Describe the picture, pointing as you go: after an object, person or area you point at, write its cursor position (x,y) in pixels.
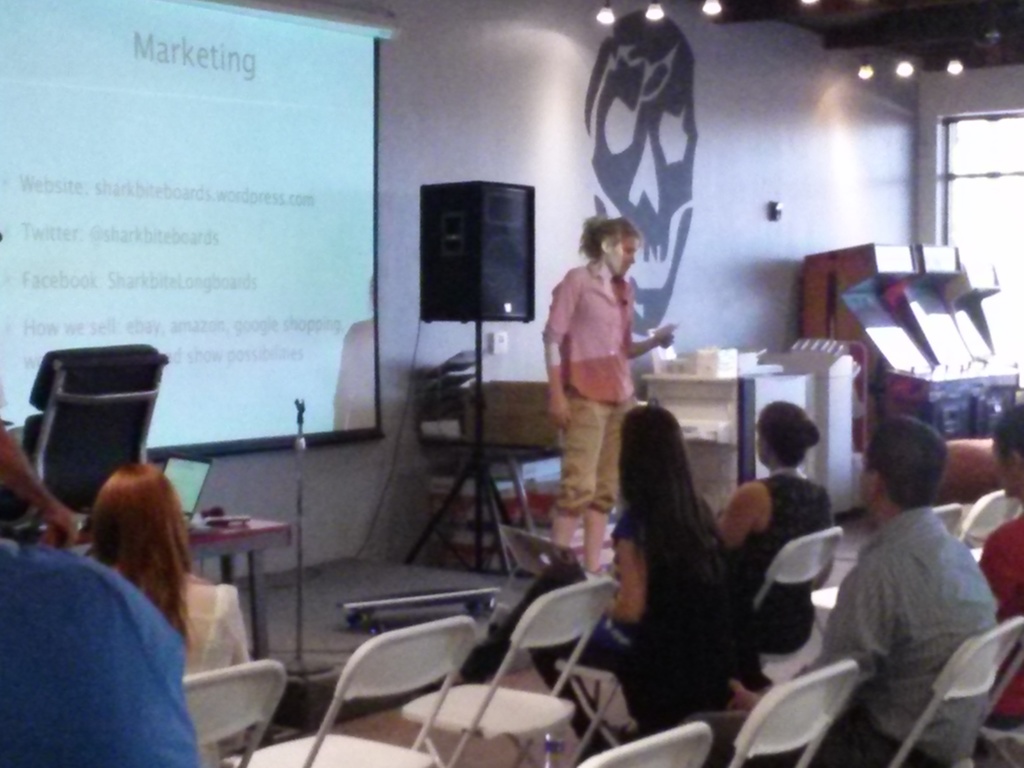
In this image I can see number of people (894,671) where in the front (895,594) I can see few (622,618) are sitting and in the background (563,415) one (562,293) is standing. In the background (509,195) I can also see a chair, a speaker (469,241), a projector screen (46,49), few other stuffs (970,395) and on the wall (561,164) I can see a black colour sticker (616,46). On the top right side of this image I can see few lights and in the front (300,743) I can see few empty chairs (558,602).
